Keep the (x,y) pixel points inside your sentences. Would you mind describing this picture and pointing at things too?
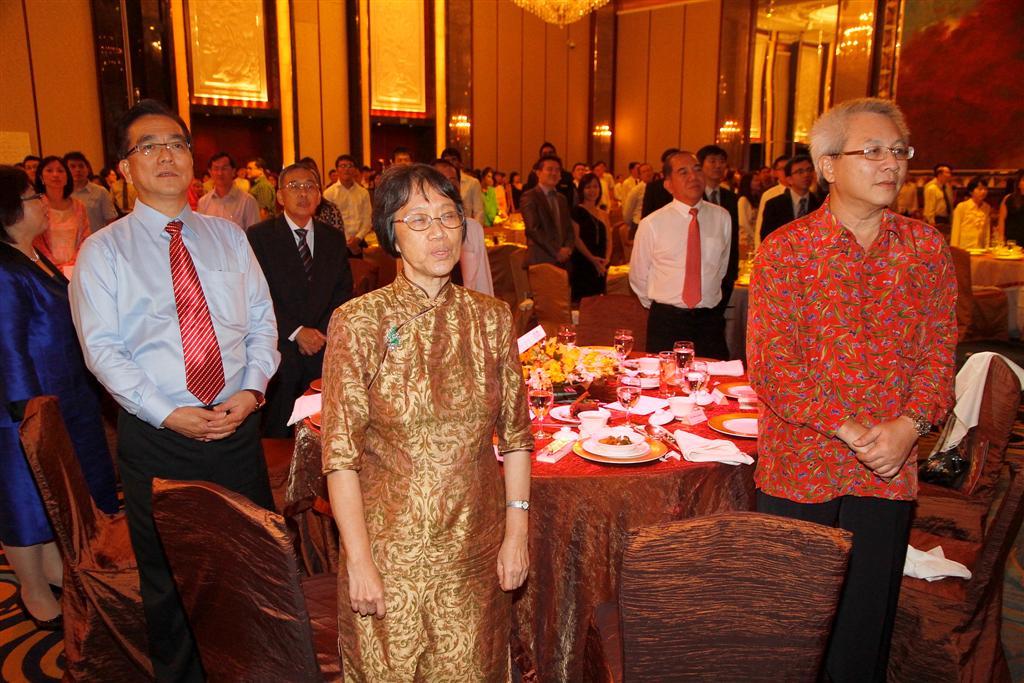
In this image I can see a number of persons (358,195) stand, in front I can see a table (654,496), on the table (593,484) I can see a colorful cloth (574,486) and on the table (580,506) there are plates (595,347), glass (544,406), flowers (546,366) kept on the table (568,466), around the table (664,478) I can see a chairs (203,560) and background (450,76) I can see a wall (478,67).
